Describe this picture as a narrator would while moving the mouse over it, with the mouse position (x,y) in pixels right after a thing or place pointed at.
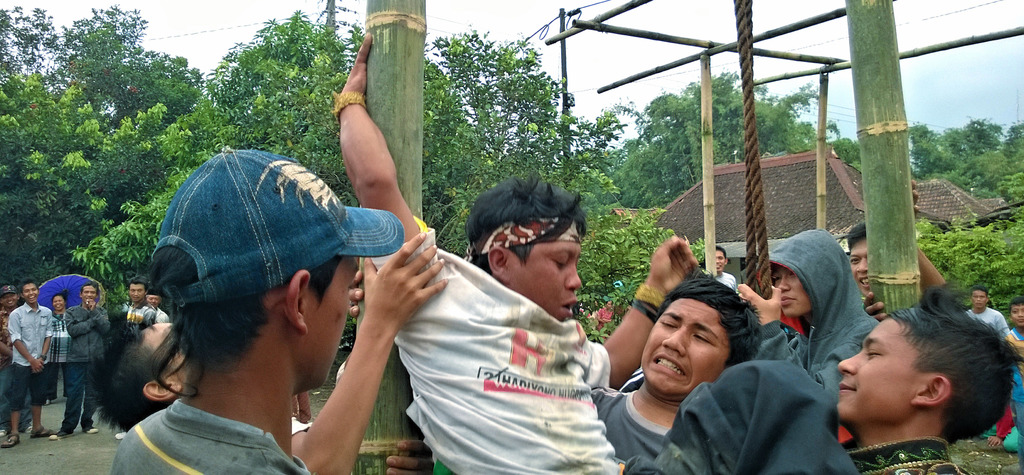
In the picture, some people (457,354) are performing an activity with bamboo sticks (385,19) and the crowd (25,317) is watching their performance, in the background (130,122) there are plenty of trees (648,193) and some houses (952,202).
